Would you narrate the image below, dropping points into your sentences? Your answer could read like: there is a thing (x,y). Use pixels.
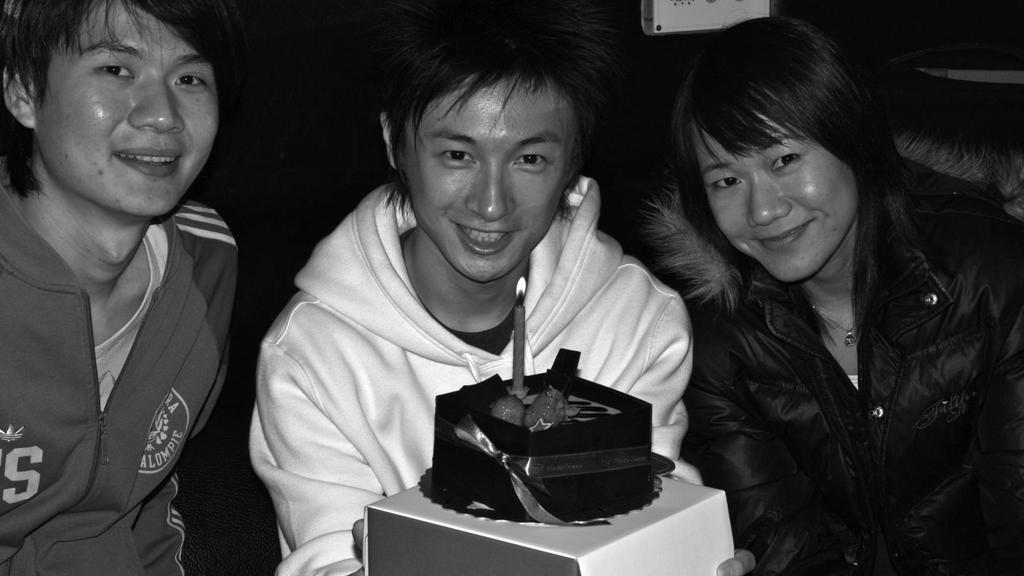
In this image, we can see three people (32,294) are seeing and smiling. In the middle of the image (622,361), a person (474,372) is holding a box (529,540). Top of the box (590,554), there is a cake (568,467) with candle (520,332) and flame (518,296). Background (270,169) we can see a dark view.
